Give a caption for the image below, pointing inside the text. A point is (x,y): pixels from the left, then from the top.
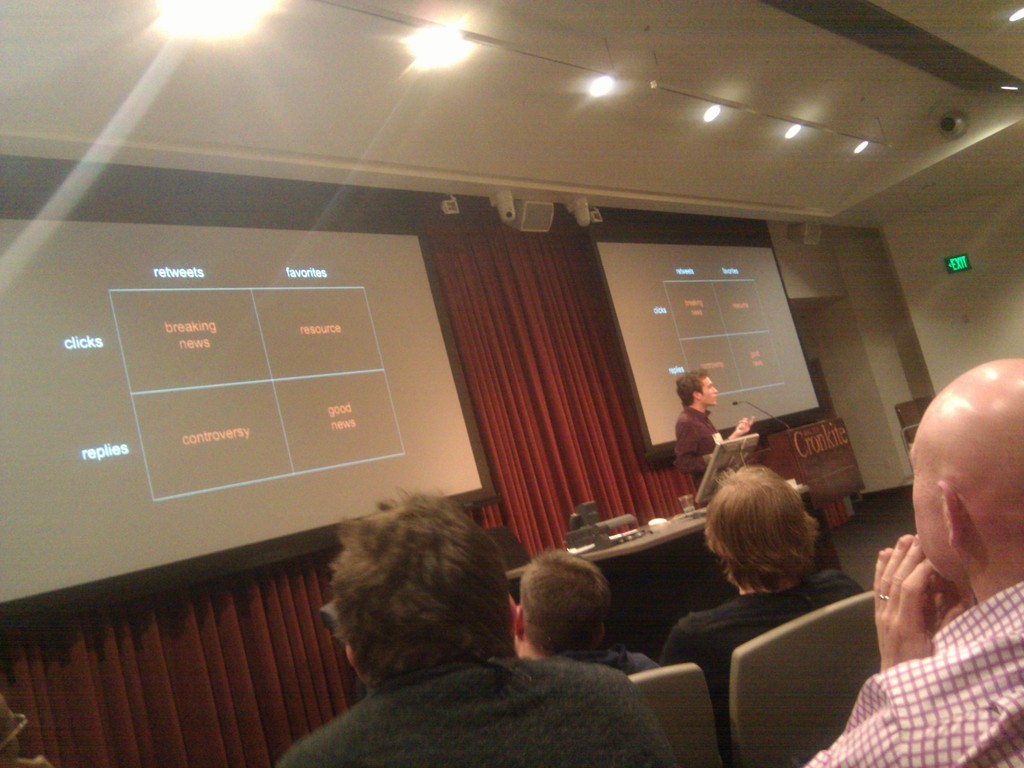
This is an inside view. At the bottom (672,674) there are few people (532,675) sitting on the chairs (787,717) facing towards the back side (564,694). In the background (689,431) there is a person (681,455) standing in front of the podium (776,453) and speaking on the mike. Beside this person (698,411) there is a table (649,547) on which few objects (636,536) are placed. In the background (106,435) there are two screens (400,361) on which I can see the text (665,315). Behind there is a curtain (562,369). At the top of the image (419,58) there are few lights (606,89) to the roof (770,40).
